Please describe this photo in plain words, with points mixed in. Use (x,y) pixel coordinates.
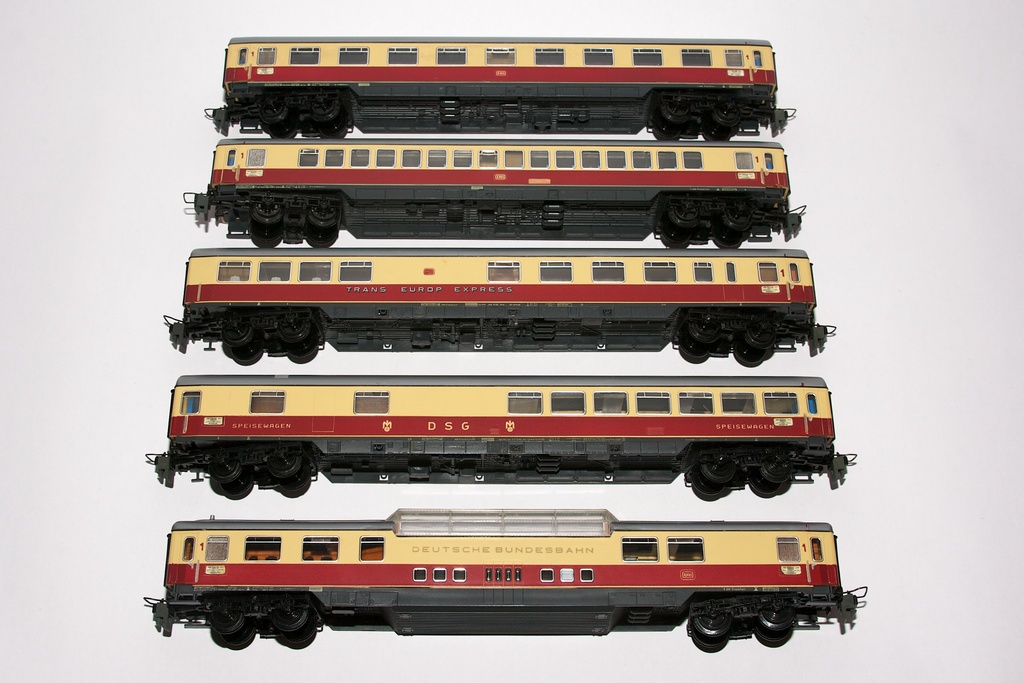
In this picture we can see the toy train coaches (483,193).
